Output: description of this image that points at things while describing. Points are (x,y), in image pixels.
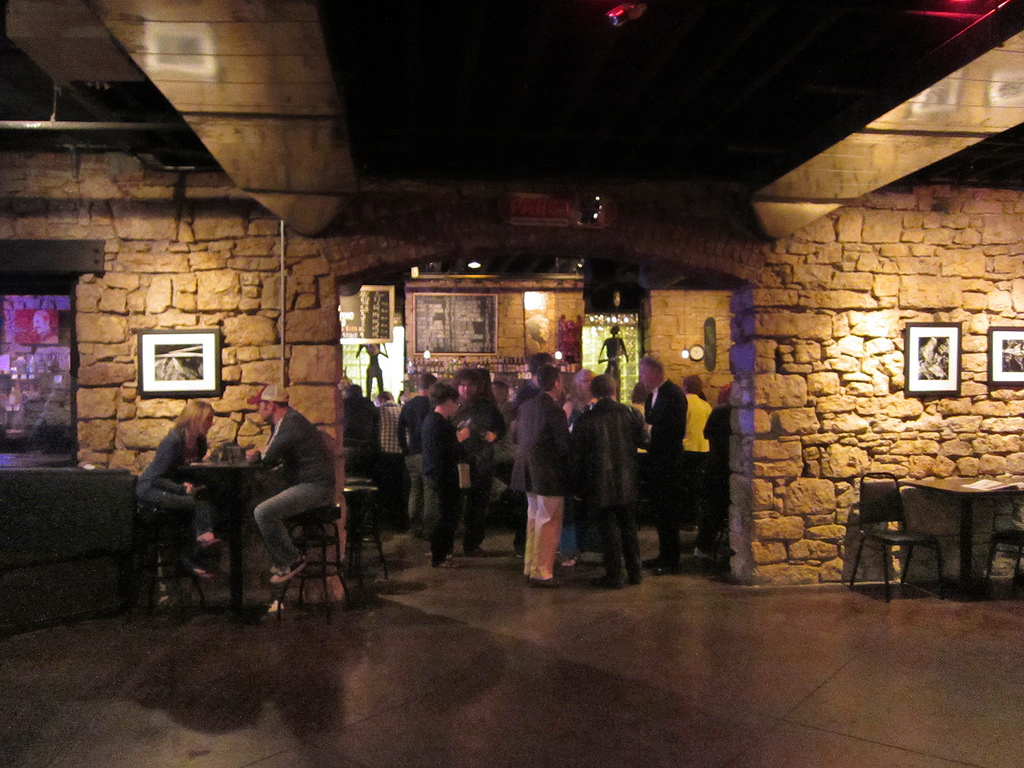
In this image I see number of people (277,416) in which these 2 (264,414) are sitting on stools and there is a table (223,471) in front of them on which there are few things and rest of them are standing on the floor (958,645). I can also see few more chairs (863,496) and a table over here and on the wall (883,433) I see few photo frames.
